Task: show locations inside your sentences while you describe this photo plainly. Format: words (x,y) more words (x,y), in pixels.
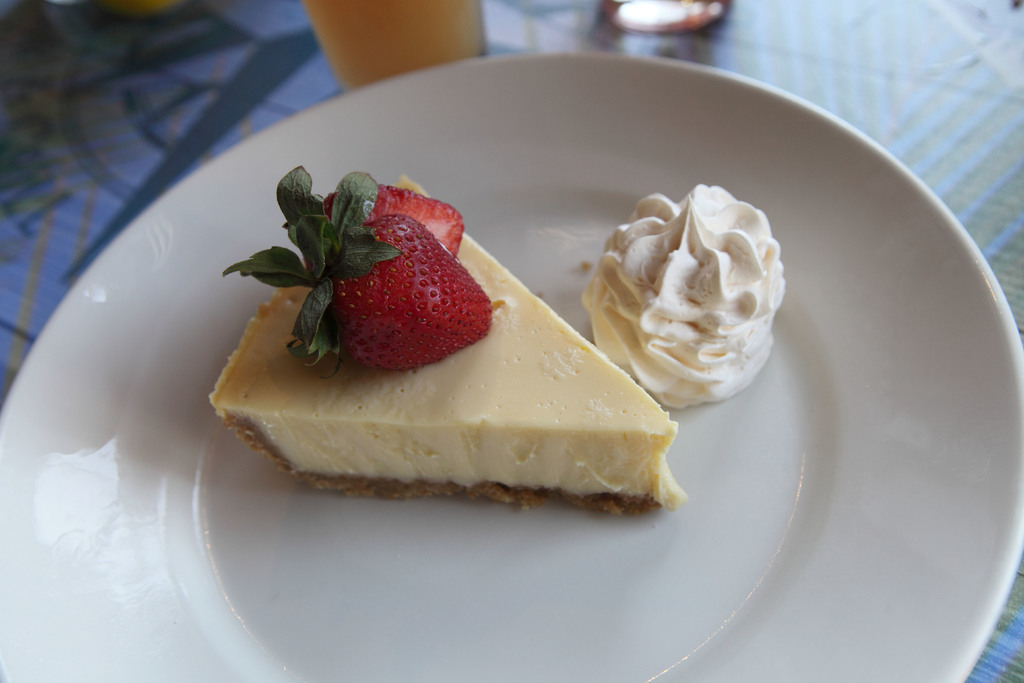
In this image we can see the food items (528,495) in the plate (410,569) and the plate (776,146) is placed on the table (854,86). In the background (368,52) we can see the glass (418,45).
